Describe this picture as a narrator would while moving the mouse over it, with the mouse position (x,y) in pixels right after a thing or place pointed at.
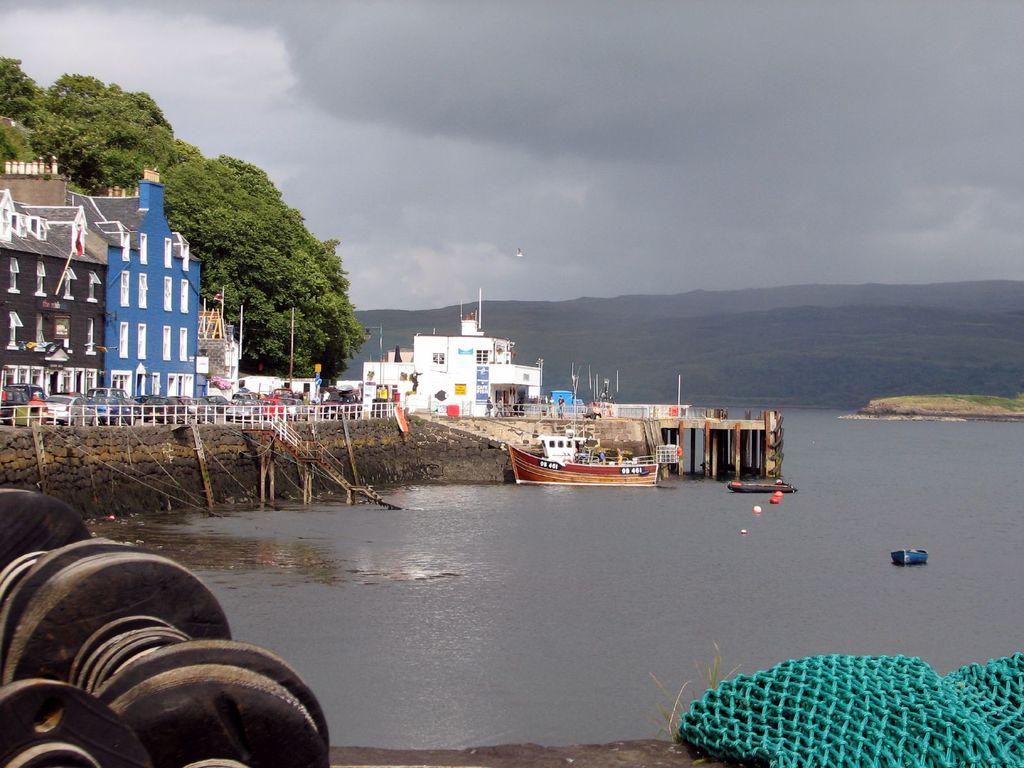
In this image I see the buildings (433,404), vehicles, trees (35,89), a boat (599,454) over here and I see the water (478,526) and I see the brown color things (158,554) over here and I see the blue color net (829,686) over here. In the background (555,333) I see the hills (871,313) and I see the cloudy sky (799,150).
